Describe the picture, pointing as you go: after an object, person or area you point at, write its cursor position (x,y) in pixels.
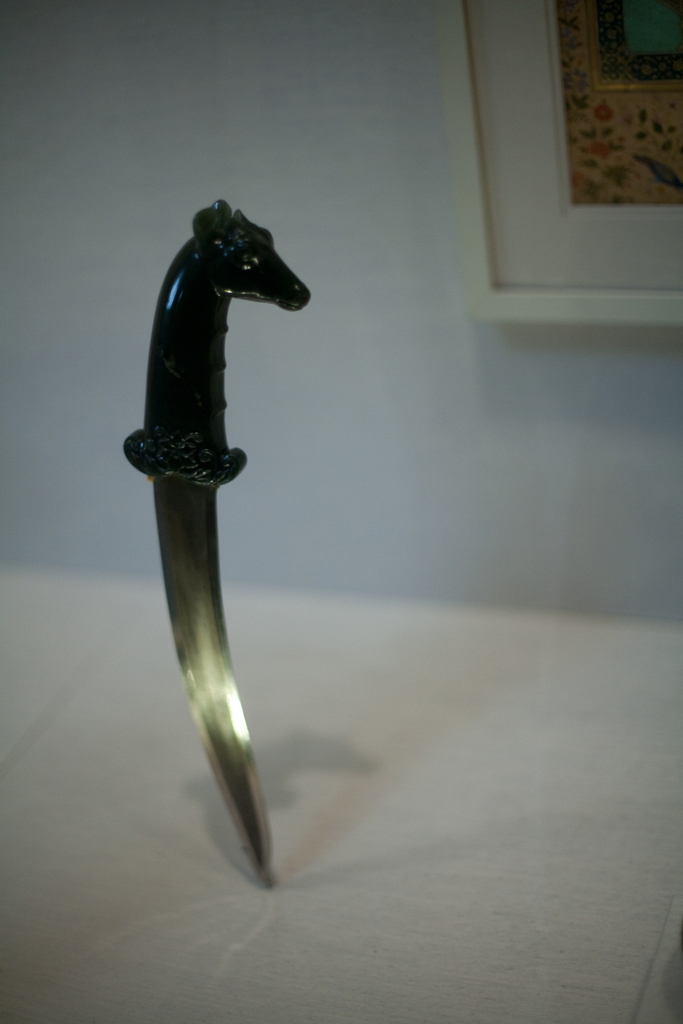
In the foreground of this image (221,722), there is a knife (227,789) on the surface (406,975) and in the background (581,194), there is a frame (610,211) on the wall (469,380).
